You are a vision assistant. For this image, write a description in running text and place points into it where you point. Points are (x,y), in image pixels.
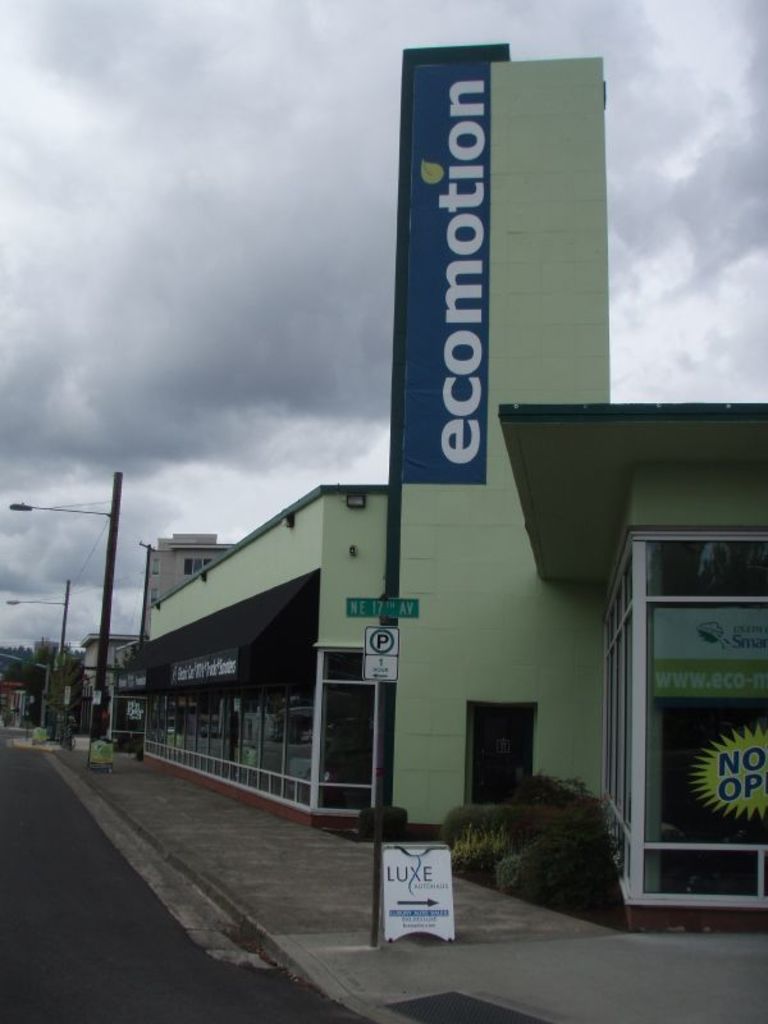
In the image there is a building (359,651) and in front of the building (412,795) there is a pole (378,802) and there are two street lights (99,665) on the footpath (174,823) in front of the building (429,668). Beside the footpath (308,904) there is a road (91,993).
